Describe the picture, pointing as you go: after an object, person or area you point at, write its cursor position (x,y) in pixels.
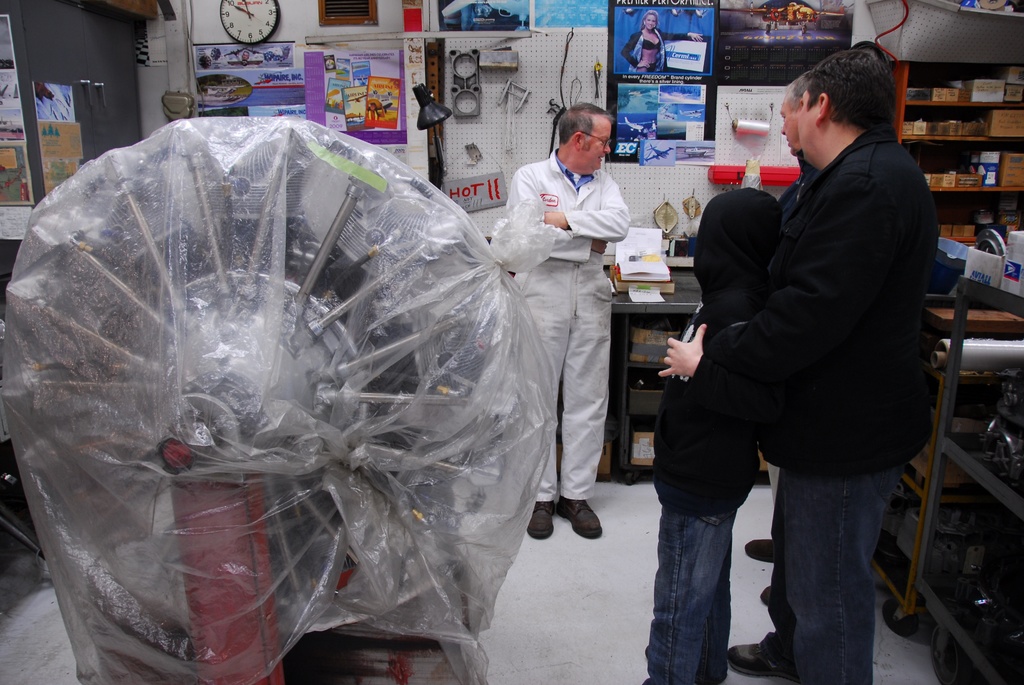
In front of the image there is some metal object (285,430), beside the object (456,295) there are a few people (746,274) standing, around them there are a few objects (627,241) on the tables (966,468), there are some objects (358,86) on the walls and shelves (957,104) behind them.
